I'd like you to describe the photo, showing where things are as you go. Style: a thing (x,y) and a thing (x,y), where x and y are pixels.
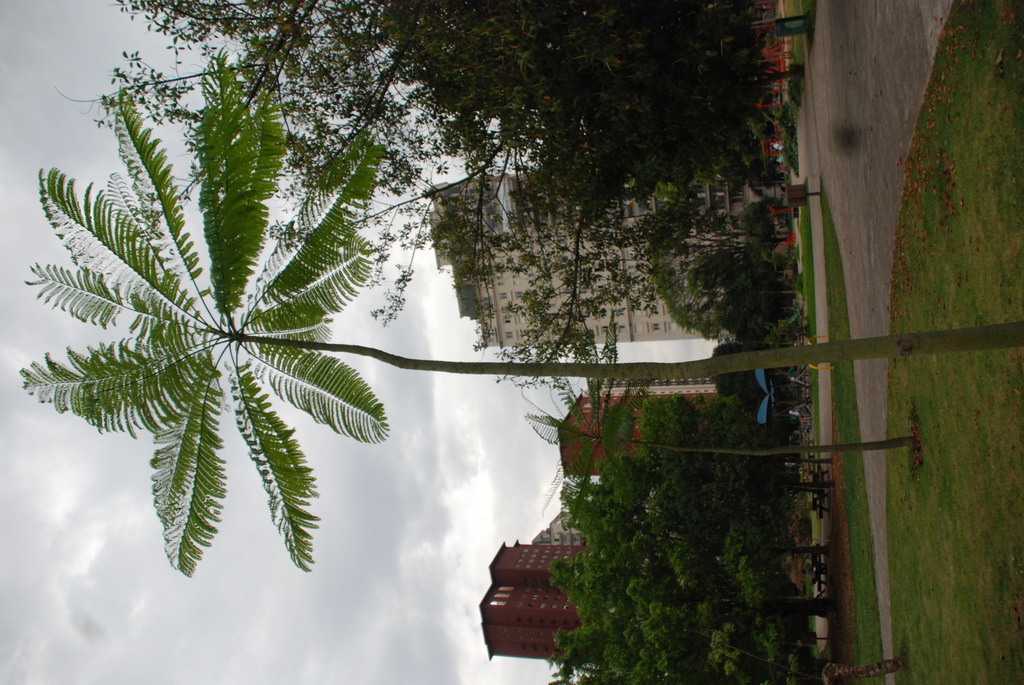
In this image I can see the ground (902,169), some grass (931,192), few trees (690,659) which are green in color, few benches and few buildings (662,386). In the background (28,80) I can see the sky (403,511).
